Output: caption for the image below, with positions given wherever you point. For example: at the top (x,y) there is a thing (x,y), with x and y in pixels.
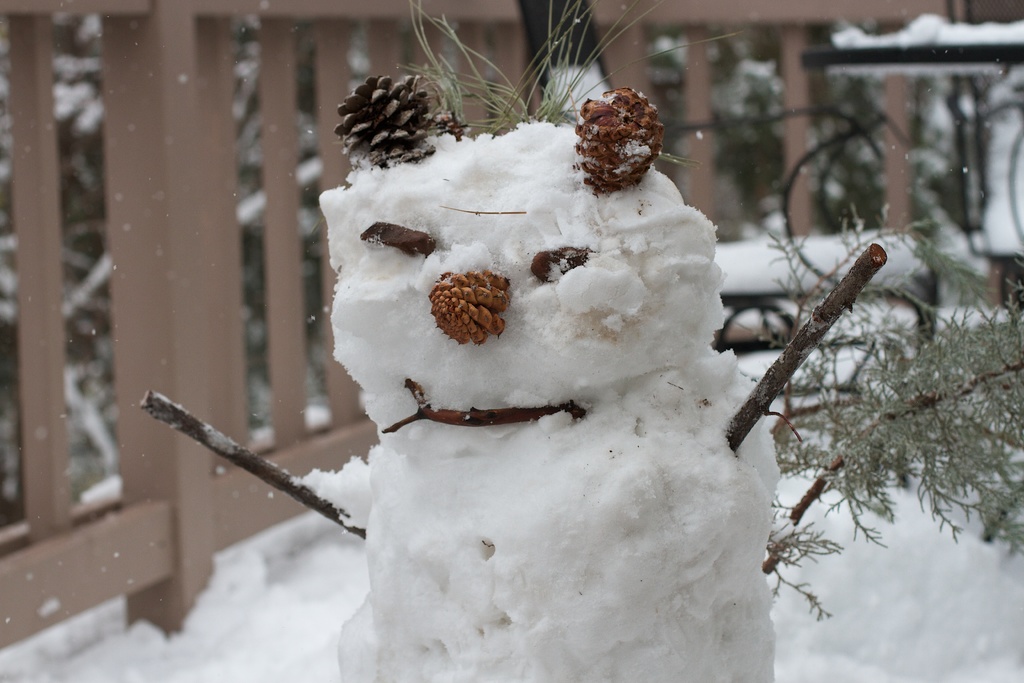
There is a statue (680,371) made with snow (680,644) on the snow surface (776,649). In the background (32,85), there is a wooden fencing (512,29) and there are plants (732,102) on which there is snow (762,66).
